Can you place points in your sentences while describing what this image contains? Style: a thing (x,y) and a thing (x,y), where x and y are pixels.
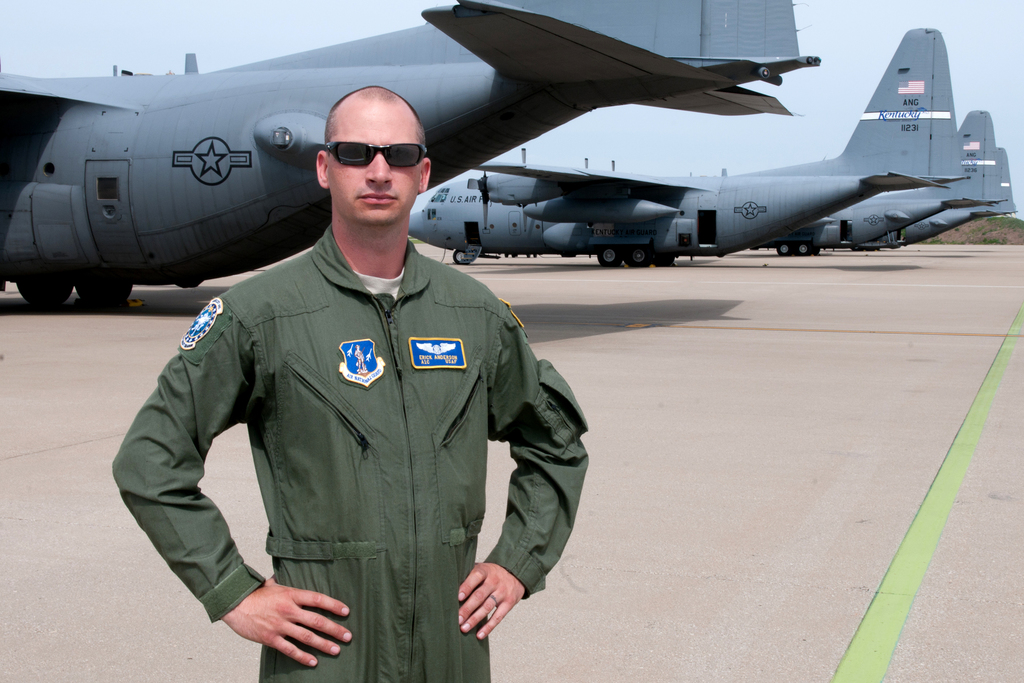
In this picture we can see a man (296,369) wore goggles (411,155) and standing and at the back of them we can see airplanes (885,222) on the ground (797,282) and in the background (991,226) we can see the grass (990,239), sky (632,128).
